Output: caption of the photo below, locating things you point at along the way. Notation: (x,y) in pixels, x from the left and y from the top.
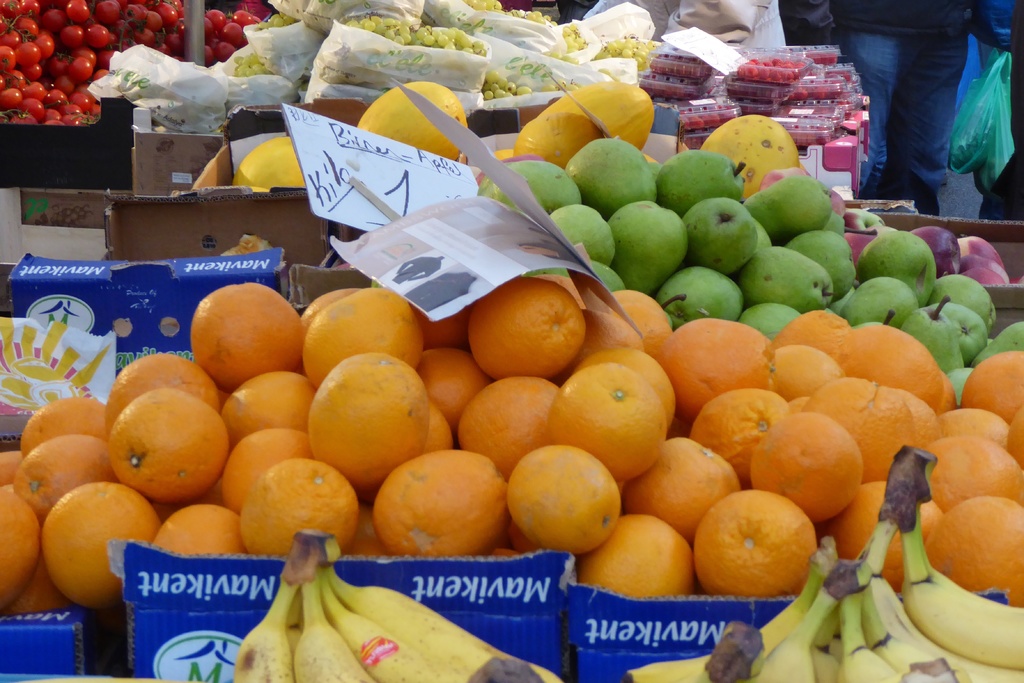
In the foreground of this picture (439,373) we can see the bunches of bananas (349,624), oranges (790,379) and we can see some other fruits (687,206), grapes (404,41), berries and apples (956,252) and we can see the papers (433,178) on which we can see the text (439,165) and some pictures (466,275). In the background (187,32) we can see the metal rod (202,40), group of persons (935,134) and many other objects (848,191).
